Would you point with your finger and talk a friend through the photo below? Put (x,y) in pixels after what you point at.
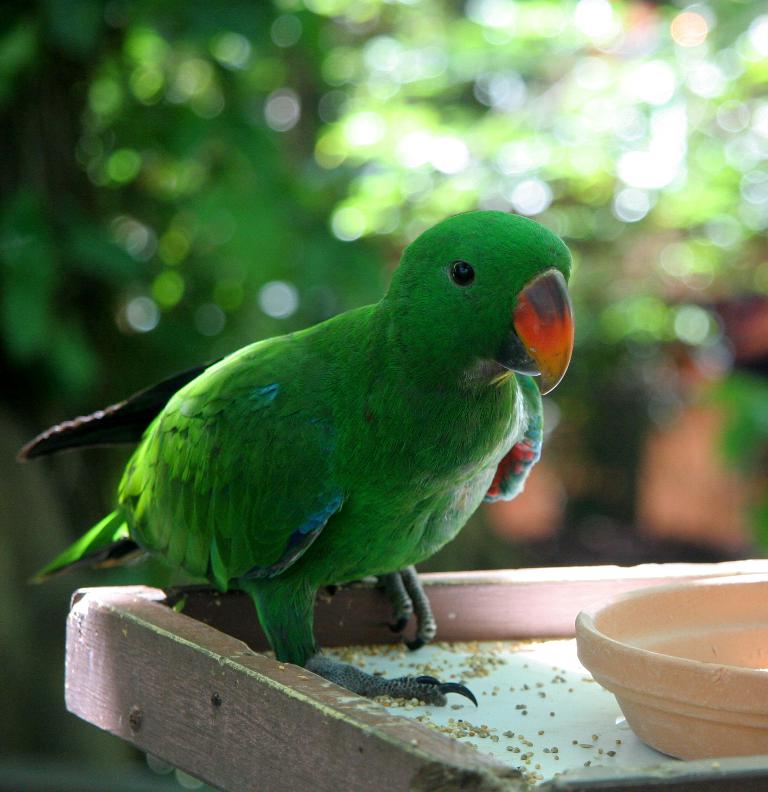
In the image in the center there is a table (269,752). On the table (366,753), we can see one bowl (712,676), one parrot (417,477), which is in green color and we can see some food particles (479,653). In the background (679,174) we can see trees (388,162).
